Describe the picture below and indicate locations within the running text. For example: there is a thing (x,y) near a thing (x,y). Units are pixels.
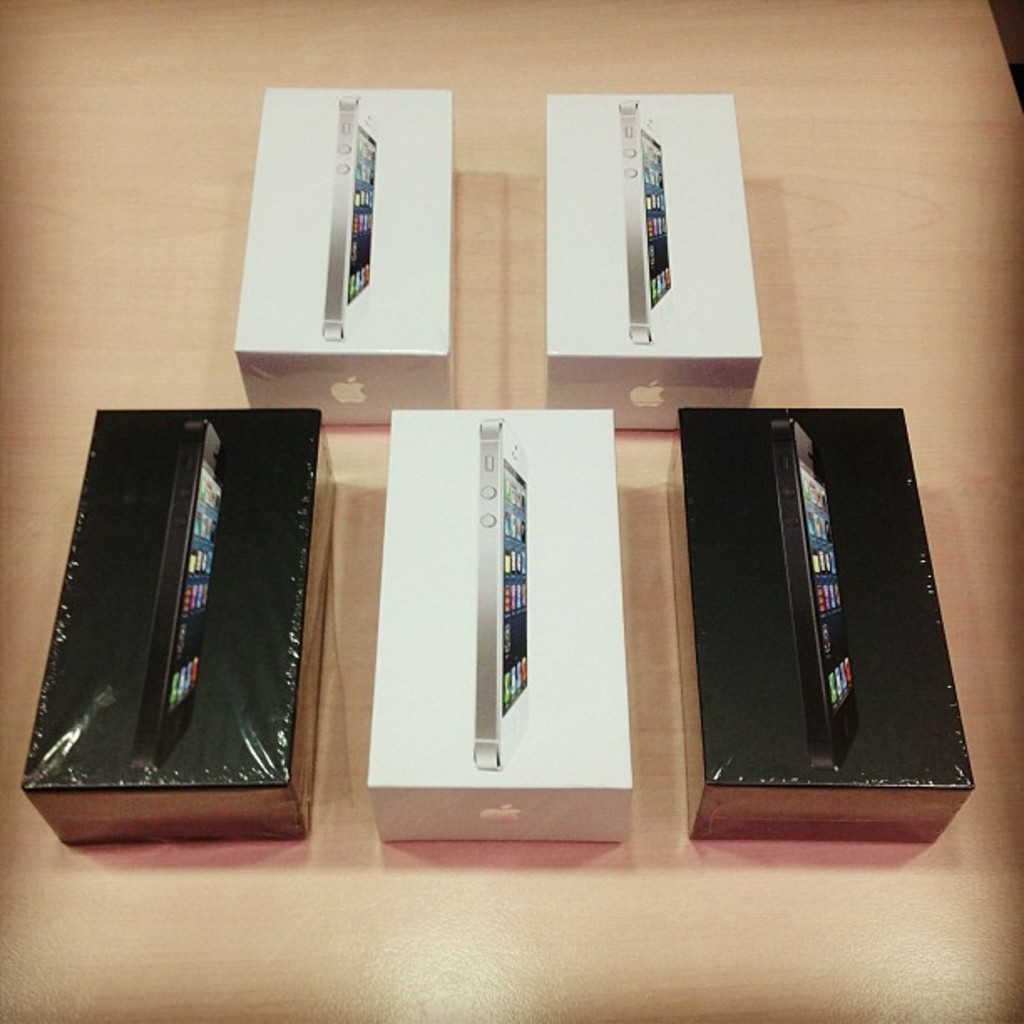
In this image, we can see some mobile phone boxes (287,129) kept on the wooden surface (174,313).
